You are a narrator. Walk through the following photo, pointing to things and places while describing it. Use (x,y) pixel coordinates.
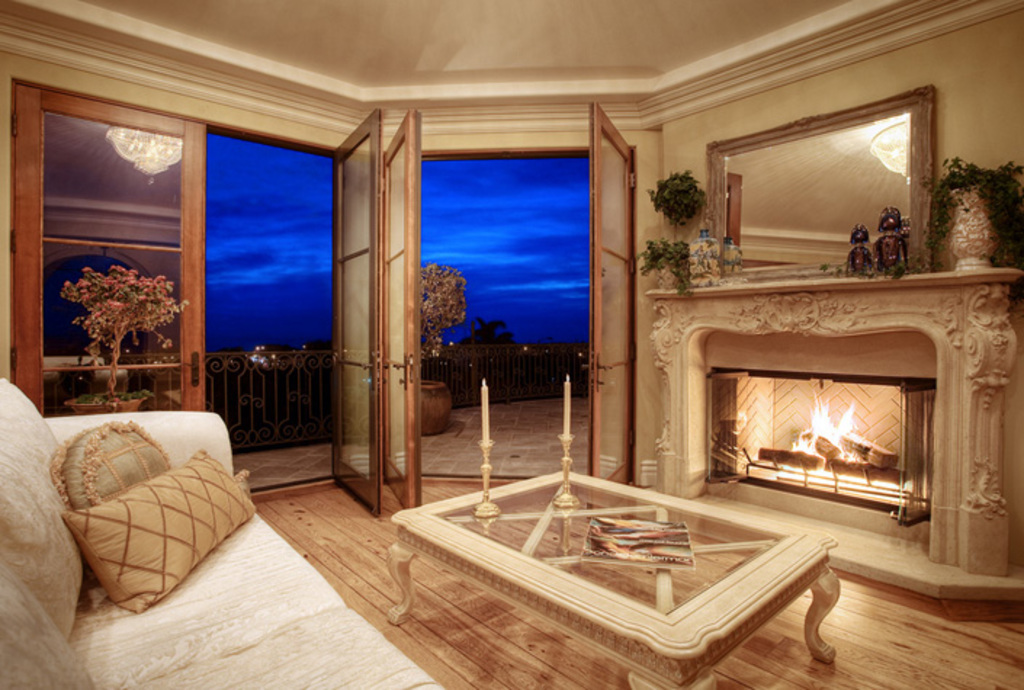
This image is clicked in a room (695,436). On the right side (930,414) there is a fireplace (809,430) and mirror (911,175) on the right side (762,136) top corner. There are flower pots (961,231), plants (938,212), there is a table (596,510) in the middle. There are candles (483,393) and candle stands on that table (581,529). There is also a book (687,562). There is a sofa (284,670) on the left side (264,562) bottom corner. There is a door (365,260). There is a plant (112,289) on the left side (167,311).
